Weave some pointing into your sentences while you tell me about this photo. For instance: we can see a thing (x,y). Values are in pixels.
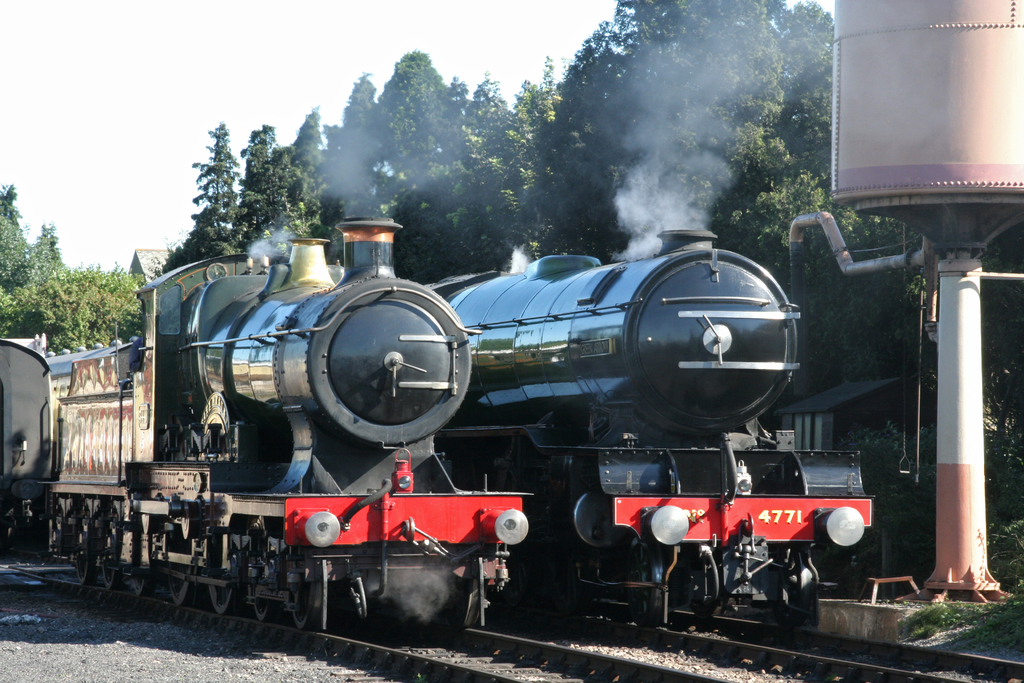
In this image, we can see some trains (524,535). We can see the railway tracks (671,640) and a container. We can also see some grass (1003,619) and the sky (147,69). There are a few trees (447,264).
